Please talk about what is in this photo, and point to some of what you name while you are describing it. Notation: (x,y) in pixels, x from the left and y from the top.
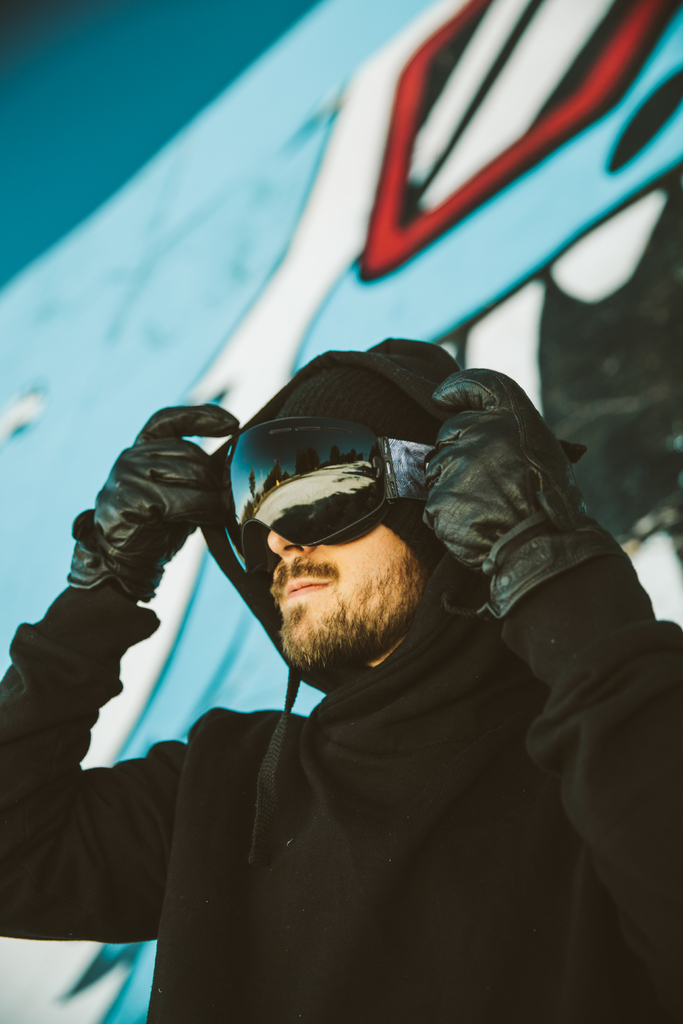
In this image we can see a person (241,779) wearing goggles (275,500) and gloves (139,484). In the back (438,117) there is a board (323,181).
